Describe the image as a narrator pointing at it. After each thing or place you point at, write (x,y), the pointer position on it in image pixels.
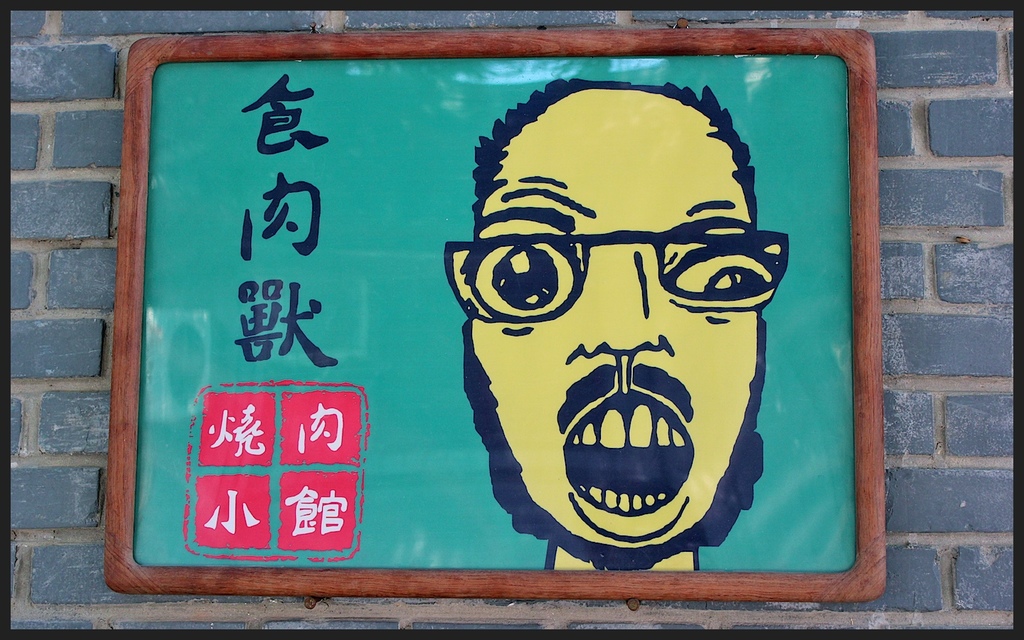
In the center of the picture (487,268) there is a frame (146,69) attached to a wall (969,575). In the frame (227,137) there is text (273,334) and human a face (617,258). The picture has black border (867,6).
